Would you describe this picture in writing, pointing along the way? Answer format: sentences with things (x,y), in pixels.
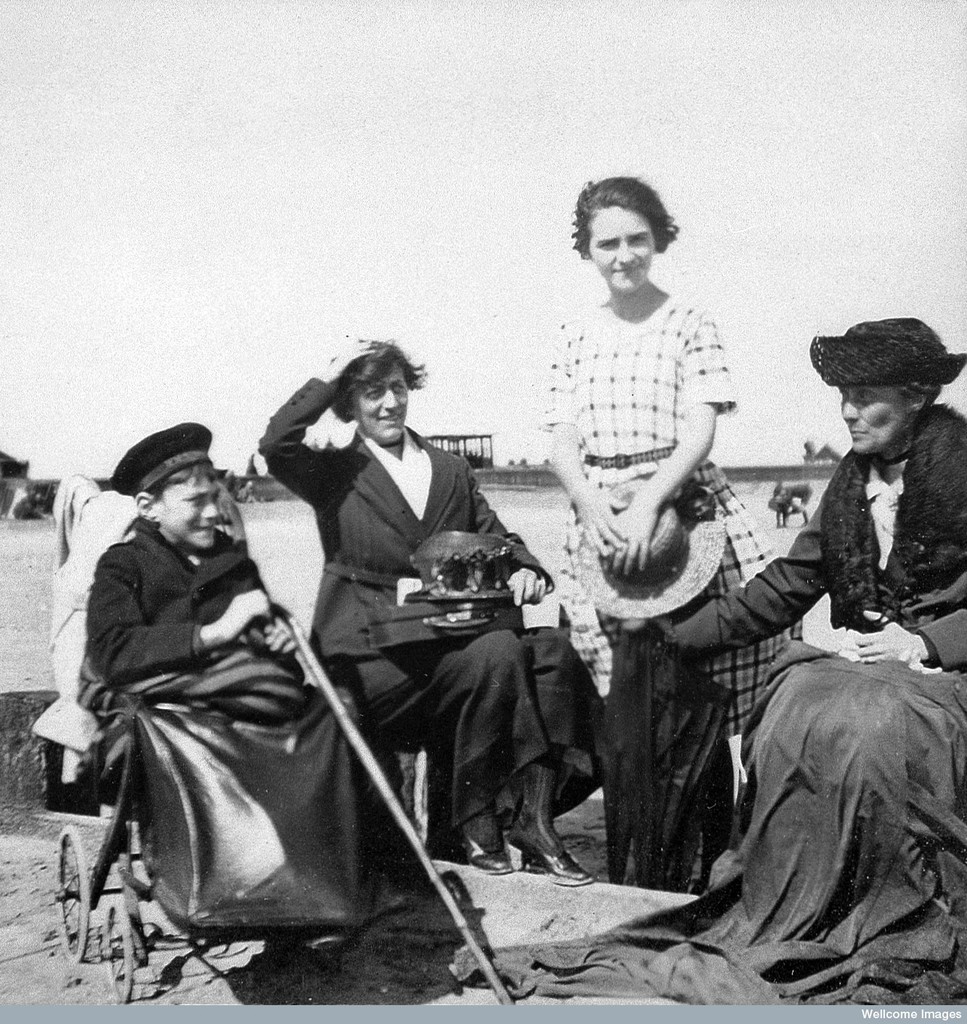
In this image I can see group of people (433,709), the person (101,584) at left (264,676) is sitting and holding a stick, background I can see few objects (514,486) and the image is in black and white.
